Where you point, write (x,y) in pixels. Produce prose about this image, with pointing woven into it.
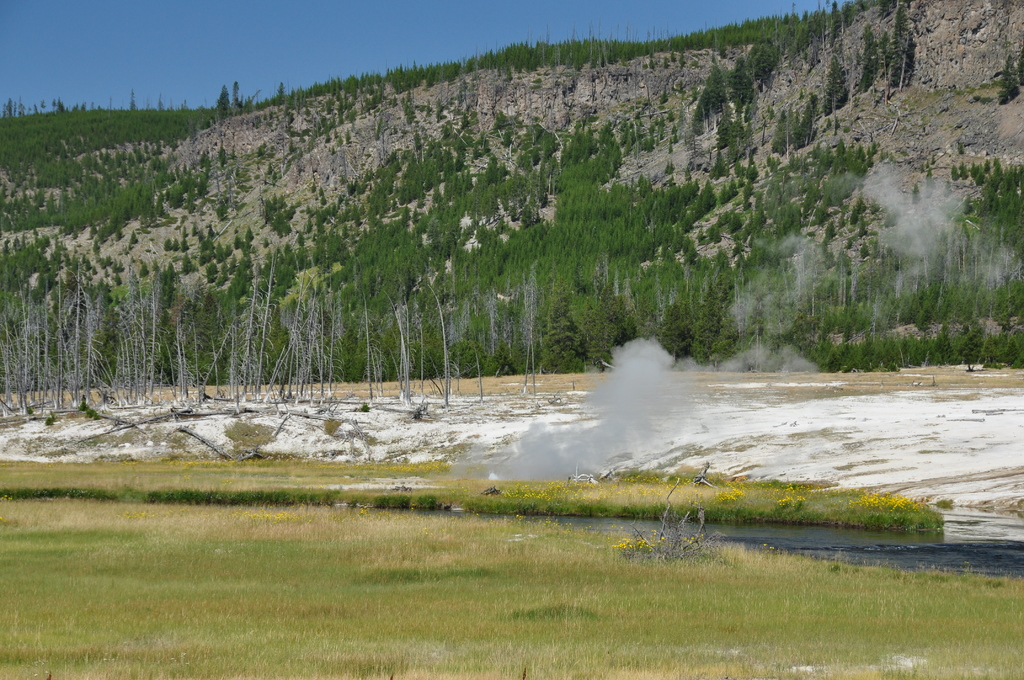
In this picture there are mountains (856,204) and there are trees (541,237). In the middle of the image (623,362) there is smoke (613,432). At the top (205,54) there is sky (252,41). At the bottom (653,586) there is grass (794,586) and water (816,544) and there are flowers (881,510).
